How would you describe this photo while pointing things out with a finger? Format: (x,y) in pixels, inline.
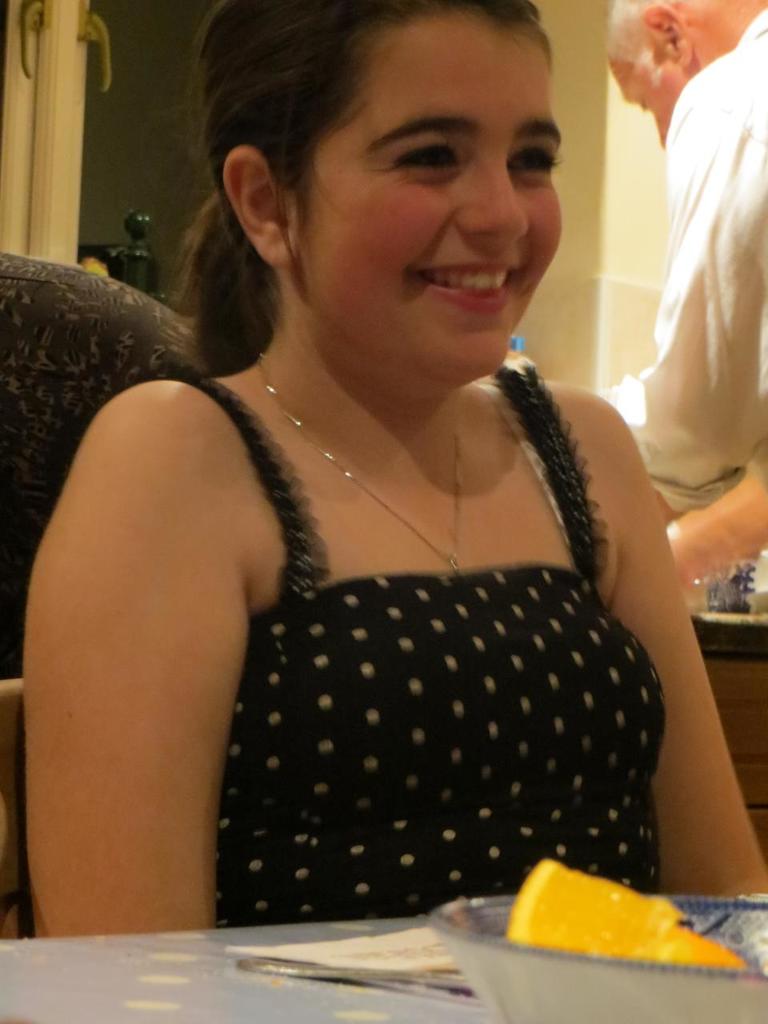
In this image we can see one woman (307,697) with smiling face (358,242) sitting on the chair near the table (237,976), one object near the woman (85,646) on the left side of the image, one man (765,147) in white shirt (717,369) on the right side of the image (707,432), some objects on the left side of the image (18,118), some objects (722,635) on the right side of the image (758,678), two objects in the background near the wall (568,372), one bowl (540,976) with food (641,922) and one object (367,941) on the table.
